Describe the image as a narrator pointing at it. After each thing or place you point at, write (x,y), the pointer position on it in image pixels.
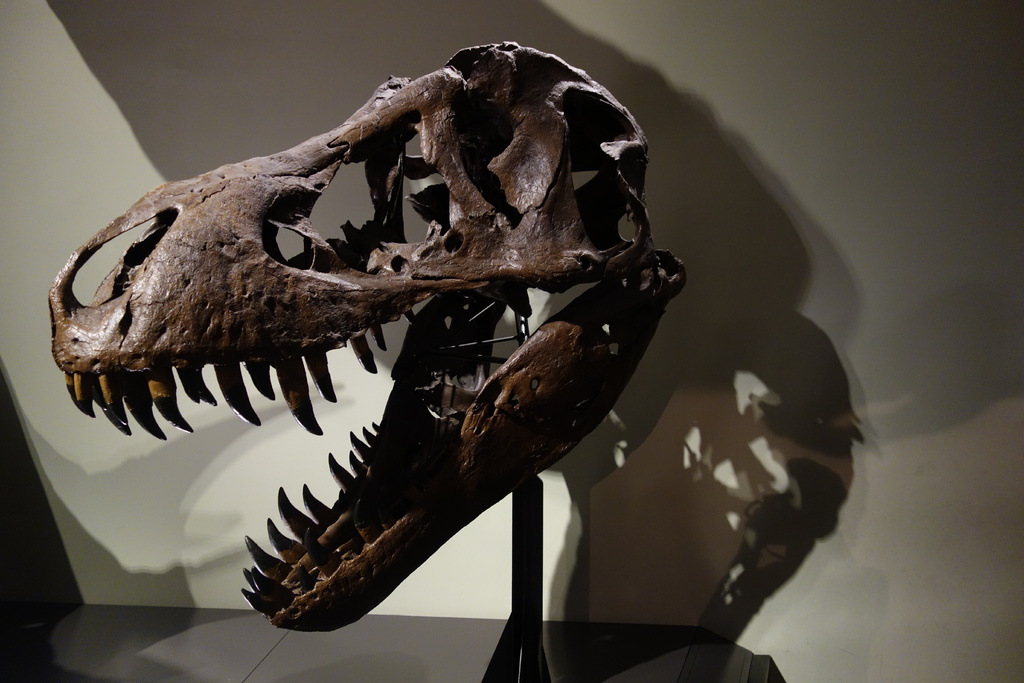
In the image we can see a face sculpt (305,165) of a Tyrannosaurus (385,255) and there is a shadow (744,239) of the sculpt (681,269) on the wall (730,253).
